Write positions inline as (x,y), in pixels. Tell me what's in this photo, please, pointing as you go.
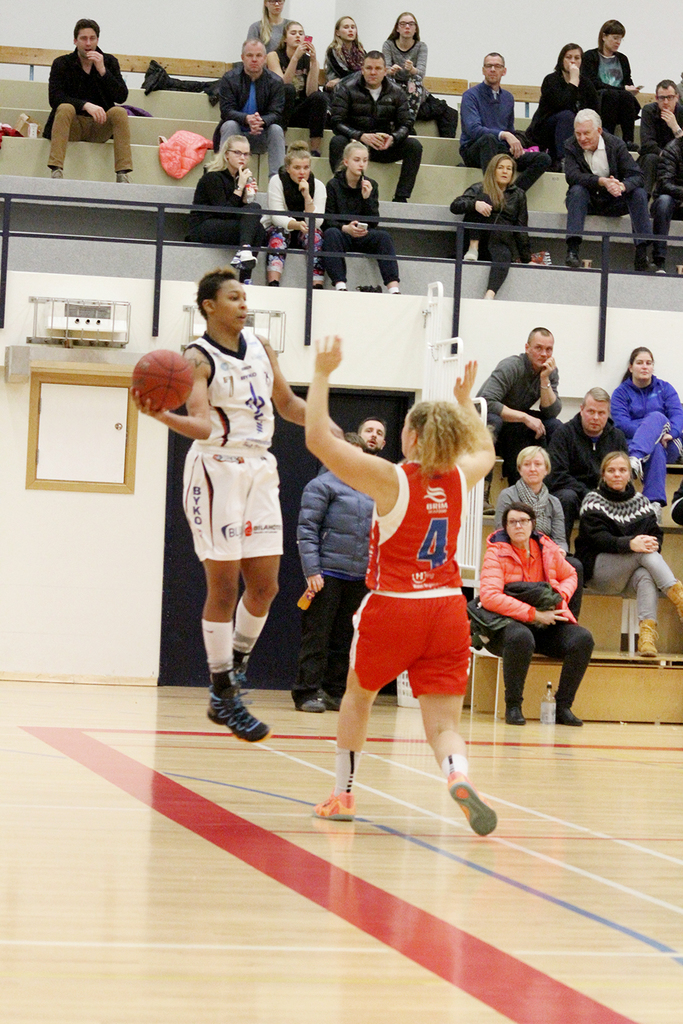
The woman (233,562) in the middle of the picture (233,562) is jumping and she is holding a ball (139,365) in her hands (140,402). In front of her, the woman (433,553) in red T-shirt (436,583) is trying to catch that ball (142,378). I think both of them are playing the basketball. Behind them, we see the man (330,684) is standing and beside him, we see people (527,544) are sitting on the benches (596,624). Behind them, we see a white wall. At the top (364,156), we see the people (364,156) are sitting on the benches (424,135). This picture is clicked in the indoor stadium (381,900).
